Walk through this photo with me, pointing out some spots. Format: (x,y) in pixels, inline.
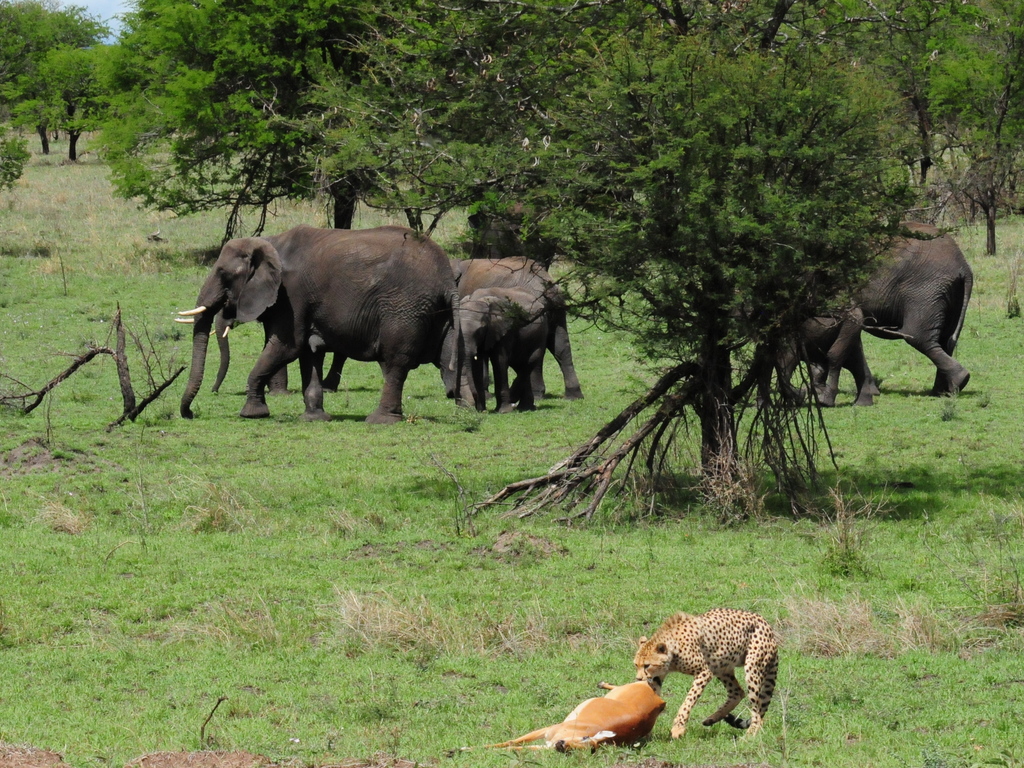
In the image there are few elephants (544,346) walking on the grassland (435,582) in the back (338,280), there is a cheetah (686,663) eating a deer (599,703) in the front (678,683) and there are trees (724,138) over the background (248,38).
